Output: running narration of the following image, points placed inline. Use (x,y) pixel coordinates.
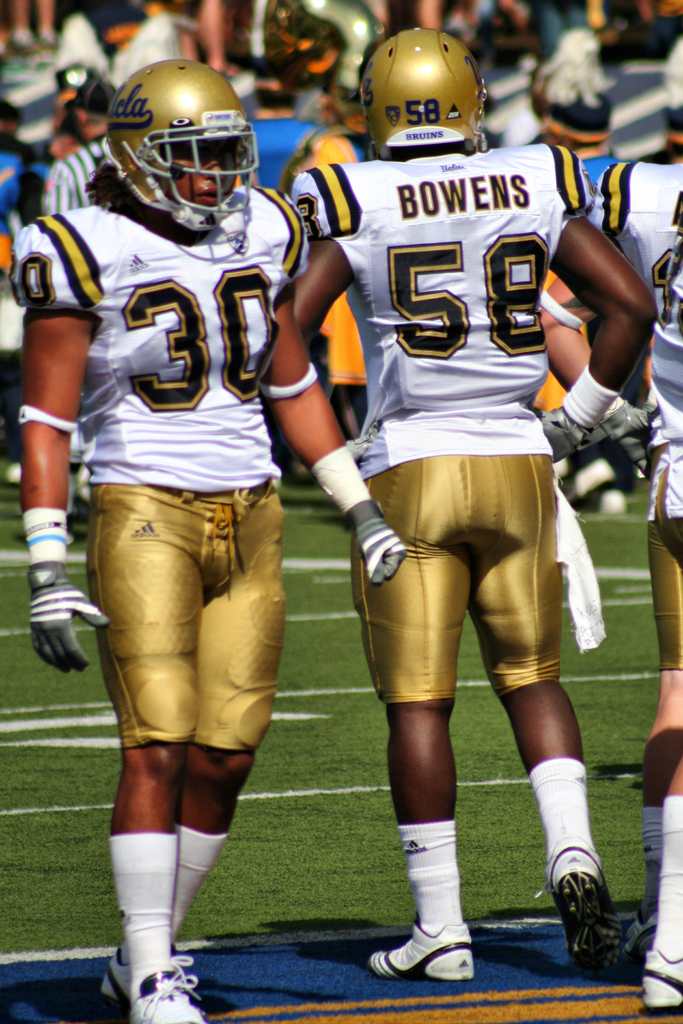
In this image there is ground (251,885) at the bottom (321,907). There are people (376,326) in the foreground (387,385). And there are people (325,154) in the background (565,71).
